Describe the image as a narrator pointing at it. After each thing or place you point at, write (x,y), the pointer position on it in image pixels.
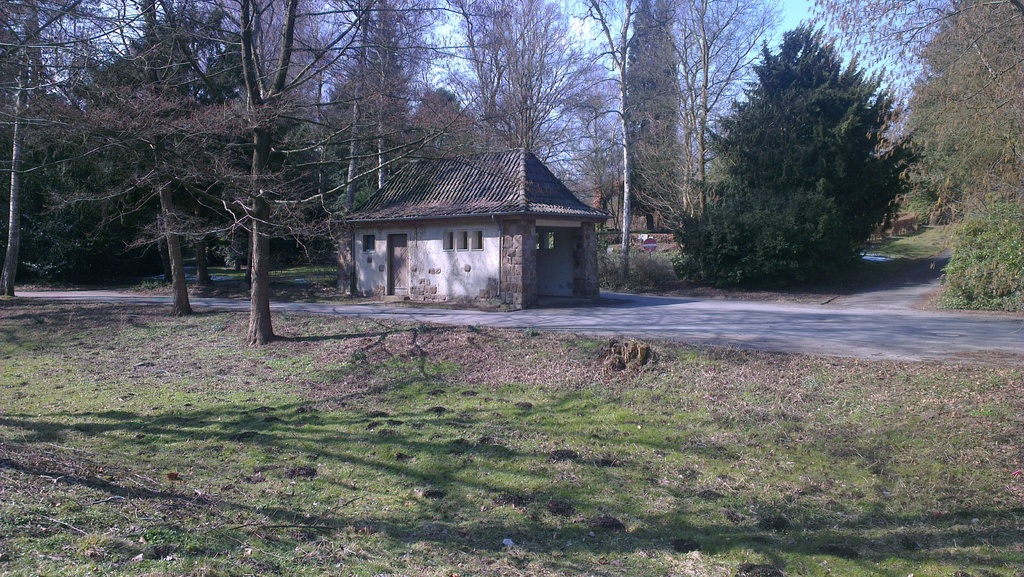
In this image we can see a house (549,192) with a roof (552,199), windows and a door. We can also see some grass (585,422), a group of trees (834,236), the pathway (910,341) and the sky (868,104) which looks clear.
